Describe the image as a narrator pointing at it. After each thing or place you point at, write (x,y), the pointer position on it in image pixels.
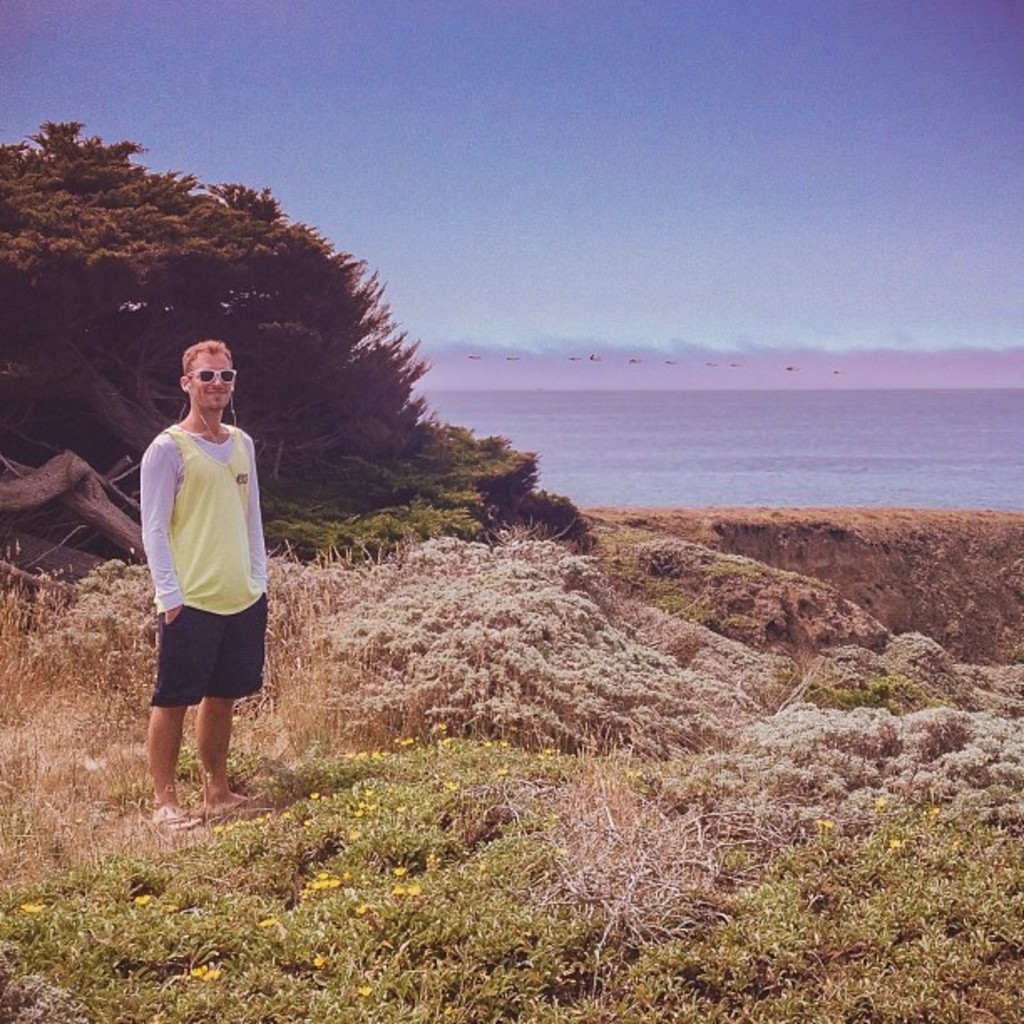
In this image there is a person (263,580) wearing goggles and earphones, there are flowers (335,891), plants (498,596), trees (230,301), few birds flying over the water (720,461) and the sky (657,305).
